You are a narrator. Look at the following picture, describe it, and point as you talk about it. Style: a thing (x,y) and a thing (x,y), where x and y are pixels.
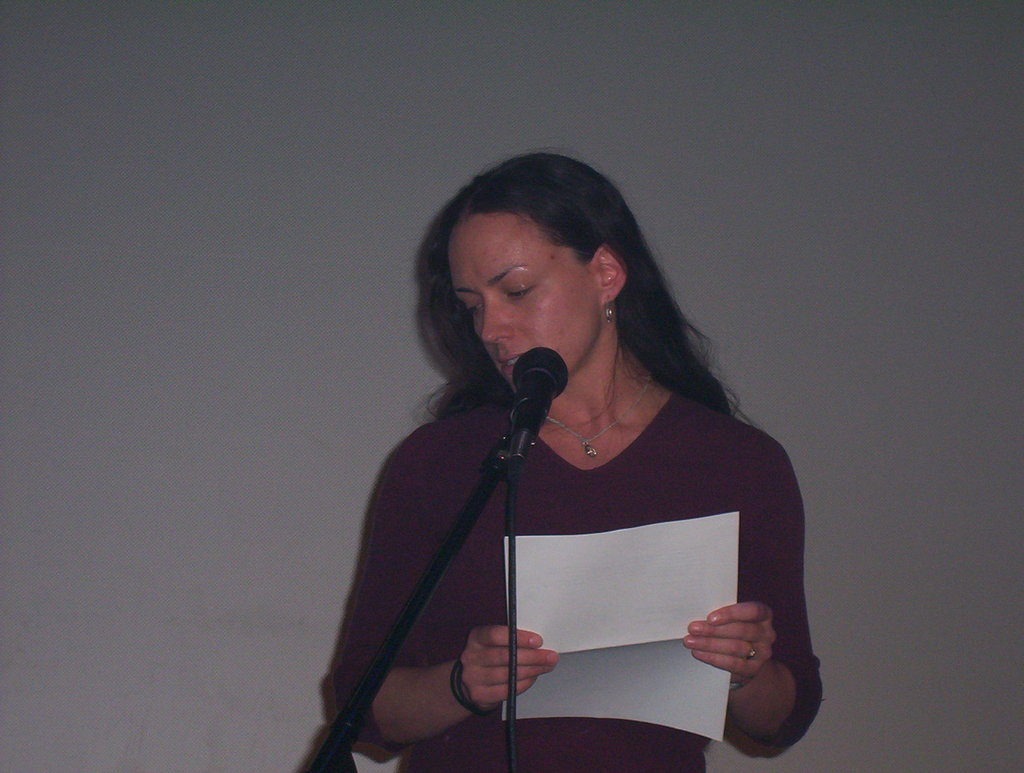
In this image we can see a woman (458,406) is standing and holding a paper (556,562) in her hands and there is a mic (539,356) on a stand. In the background (202,311) we can see the wall (202,311).
